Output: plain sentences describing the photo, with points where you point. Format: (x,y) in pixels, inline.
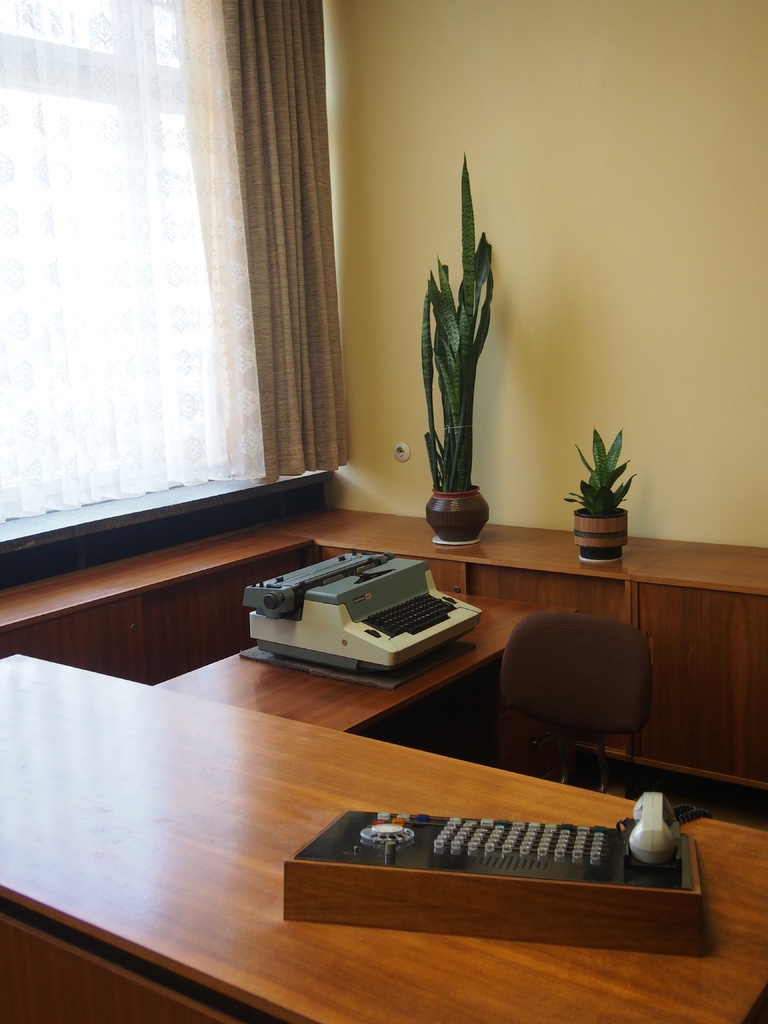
Here we can see a table (75,680) and typewriter (322,570) and some other objects (394,850) on it, and flower pots (453,416) on it and here is the curtain (128,237), and here is the wall (666,206).
